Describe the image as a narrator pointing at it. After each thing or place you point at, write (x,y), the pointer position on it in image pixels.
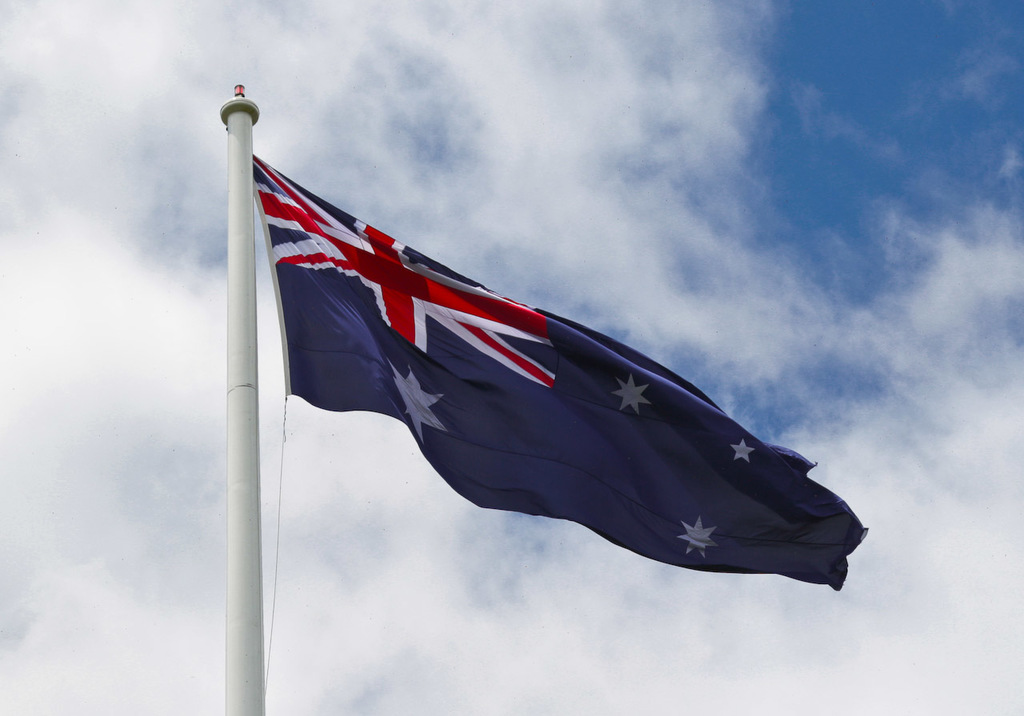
In this picture I can see a white color pole (236,228) in front (236,185) and on it I can see a flag (413,349) which is of white, blue and red color. In the background (142,300) I can see the cloudy sky (858,627).
